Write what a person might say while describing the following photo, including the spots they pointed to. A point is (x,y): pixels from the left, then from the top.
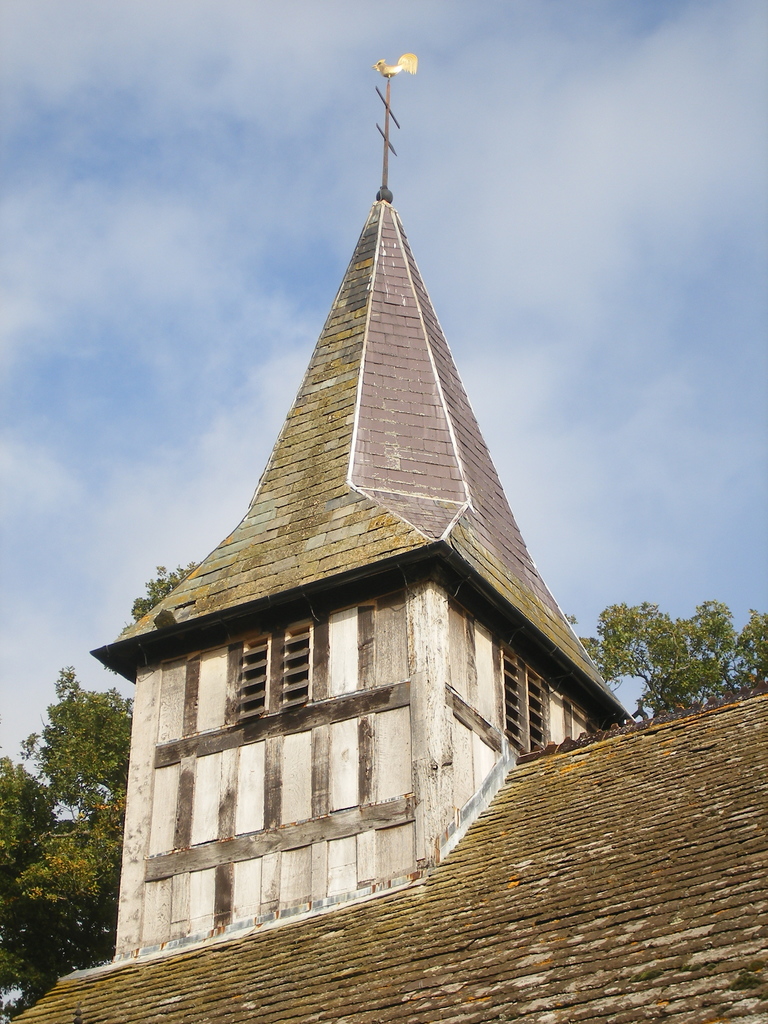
As we can see in the image there is a cloudy sky (214,140) and there is a building (360,801) over here on which it's a wind vane (384,140) and behind the building (268,724) there are trees (716,658).
